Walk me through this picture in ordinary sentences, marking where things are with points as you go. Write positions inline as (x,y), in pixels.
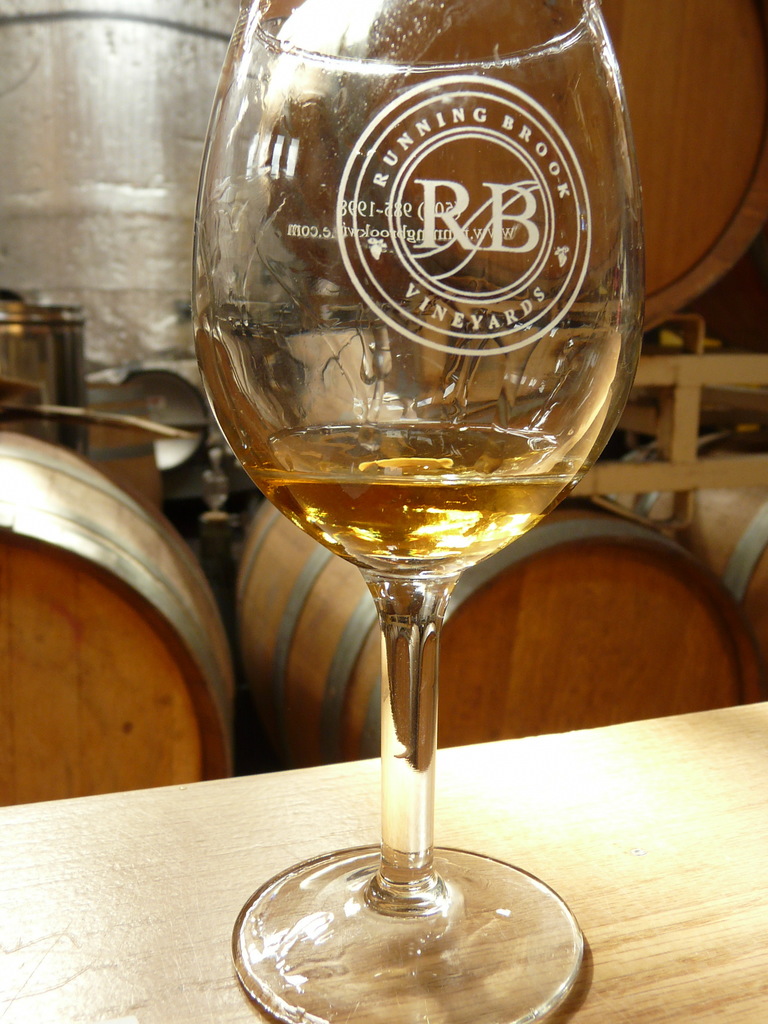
On this table (664,965) there is a glass (458,492) with liquid (431,472). These are containers (594,628).
